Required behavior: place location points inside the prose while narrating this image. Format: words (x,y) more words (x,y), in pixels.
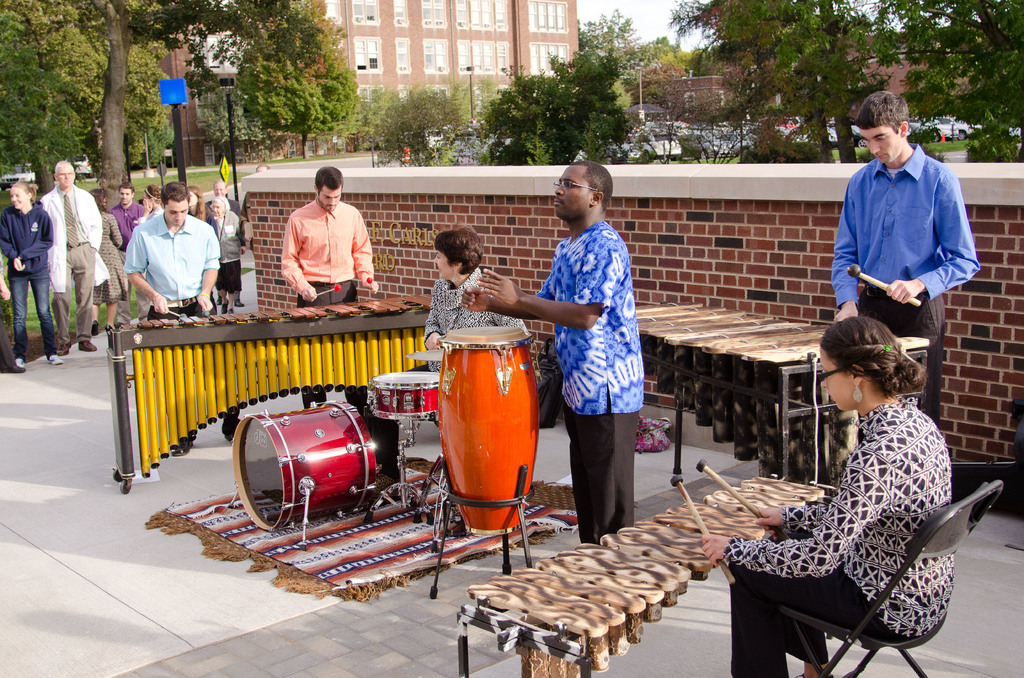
On the background (609,22) we can see sky (651,22), a huge building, trees (523,151) and few vehicles (714,129) parked here. Here we can see a wall (798,204) with bricks (821,219). We can see persons (926,426) standing, sitting and playing musical instruments (320,364). This is a board (165,96). We can see persons (159,195) standing here.
